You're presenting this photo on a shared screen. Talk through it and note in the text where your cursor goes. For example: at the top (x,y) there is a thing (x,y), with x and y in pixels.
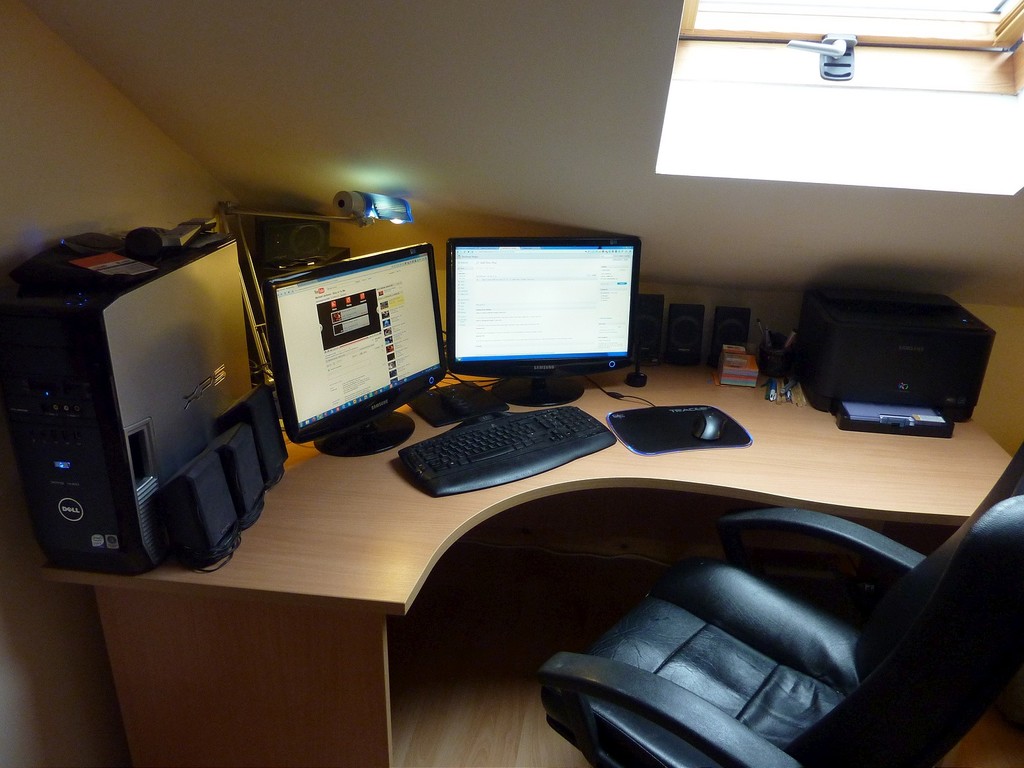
In this image inside view of room (591,450). And there is table (369,528) visible, on the table (284,573) there are the systems (391,385) and there is a monitor (529,337) and there is a keypad (523,434) and there is a cpu (149,393) kept on the left side (120,433) and there is a camera (182,242) visible and there is a light (402,209) visible and there is a chair (550,717) on the ground (494,707) visible.
